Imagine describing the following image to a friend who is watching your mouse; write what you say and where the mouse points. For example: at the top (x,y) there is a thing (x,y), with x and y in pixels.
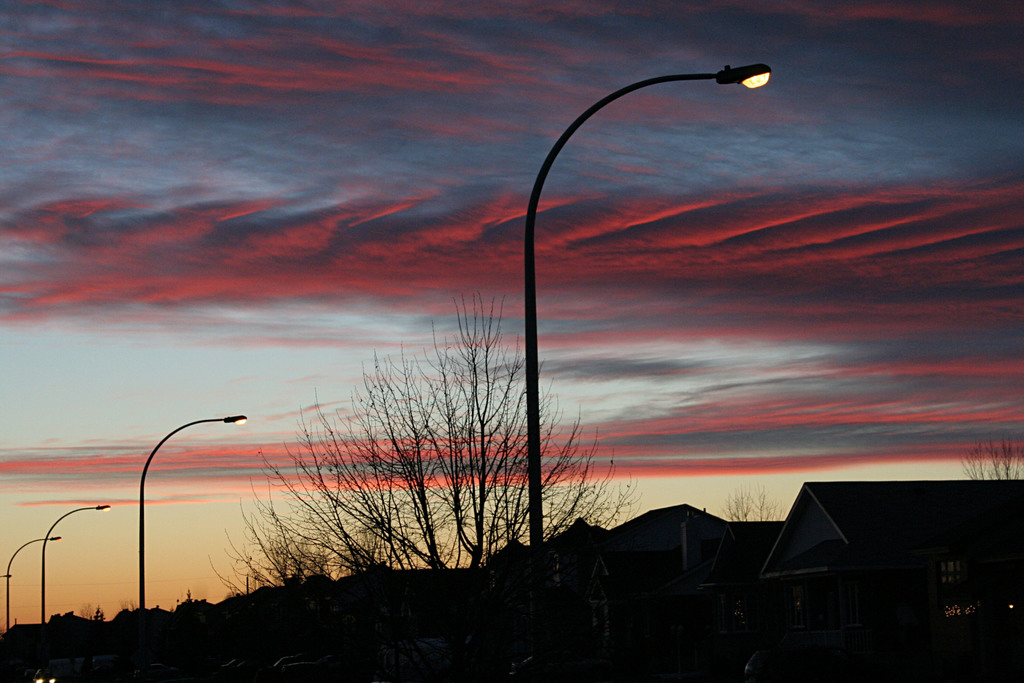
In this picture we can see there are poles (533,434) with lights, trees (99,610), houses (719,558) and a sky (886,269).
